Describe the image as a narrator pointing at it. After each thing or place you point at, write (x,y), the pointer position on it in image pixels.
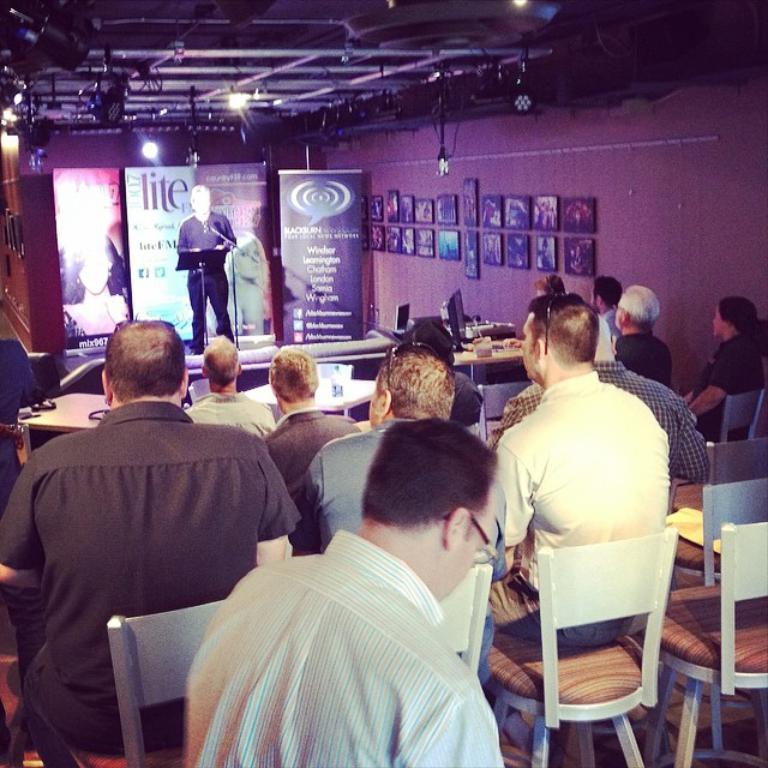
In the picture I can see these people (429,423) are sitting on the chairs (732,631) and they are in the foreground of the image (397,585). In the background of the image (195,289) we can see a person (208,235) is standing near the podium (217,258) where a mic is fixed to the stand (235,311) and here we can see a monitor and few more objects (492,349) are placed on the table (472,363). Here we can see the photo frames (429,243) on the wall (626,271), we can see the banners (158,219) and the ceiling lights (36,161).
